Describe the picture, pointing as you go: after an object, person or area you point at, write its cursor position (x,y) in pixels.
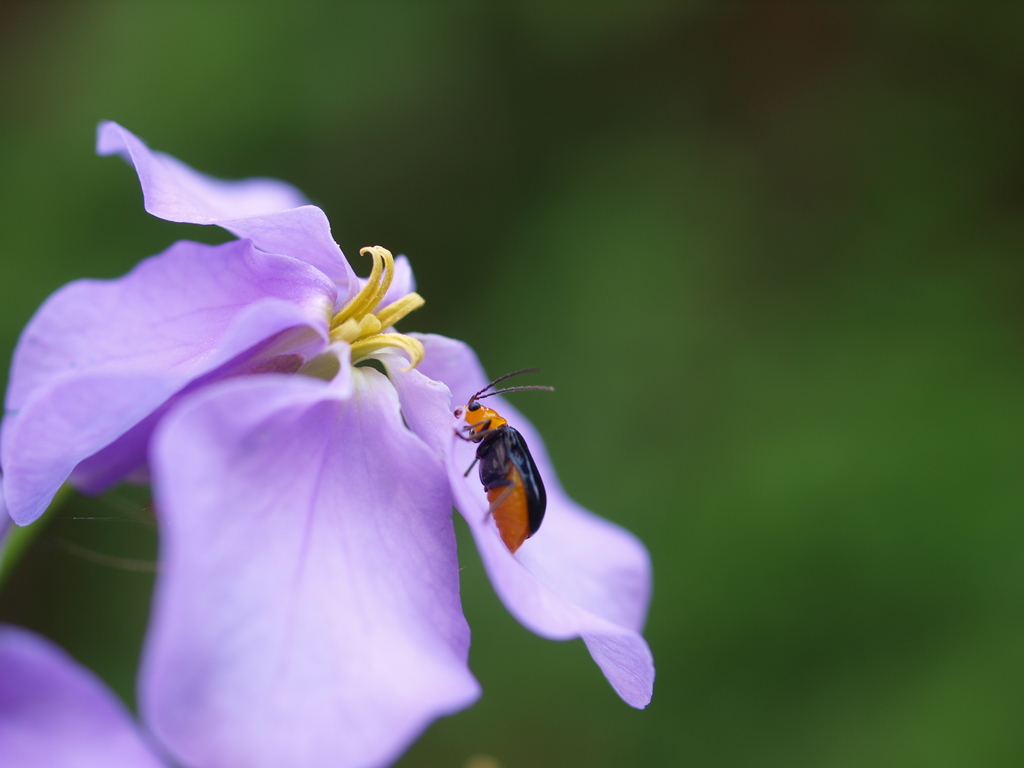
In this image I can see an insect (481,478) on the flower (185,373). An insect (486,466) is in black and orange color and the flower (216,459) is in yellow and purple color.
